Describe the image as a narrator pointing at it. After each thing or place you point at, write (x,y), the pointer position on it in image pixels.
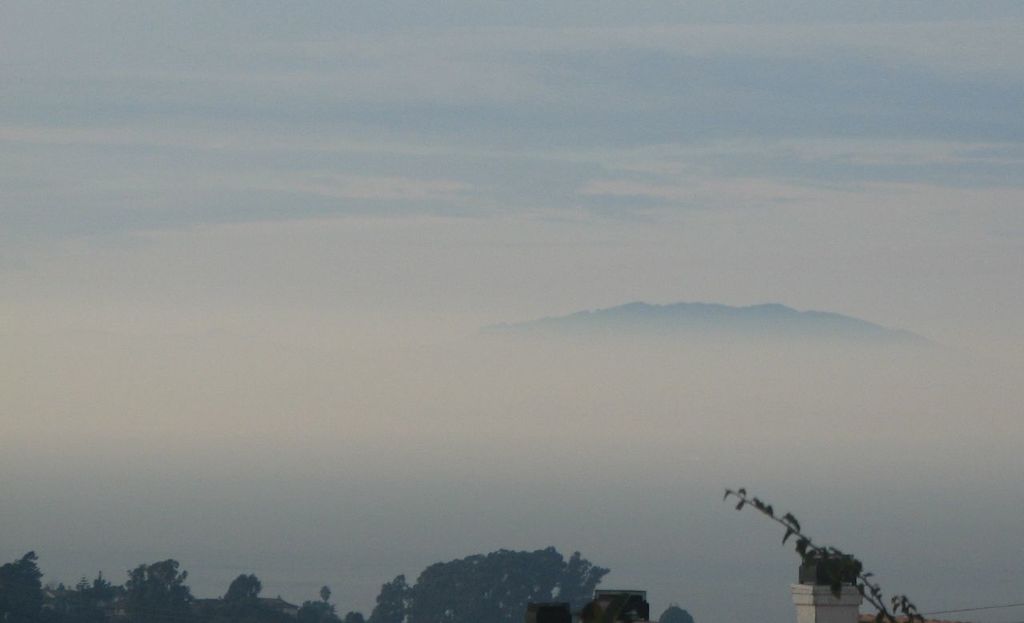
In this image we can see sky (485,255) with clouds (514,218). At the bottom (505,577) there are trees (518,591). Also there are few other objects (828,597).
